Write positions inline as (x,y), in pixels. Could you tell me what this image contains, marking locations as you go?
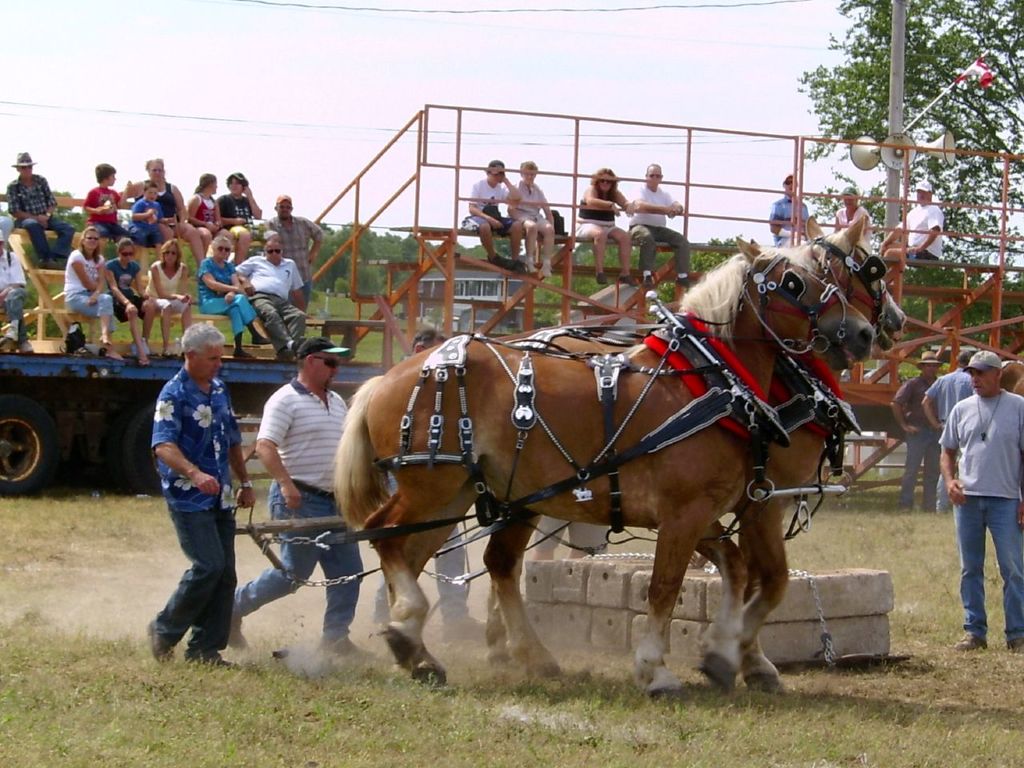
In this image I see 2 horses (359,484) and few men (194,464) over here. In the background (104,206) I see lot of people (232,201) who are sitting, a pole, trees (970,117) and the sky (810,8).
